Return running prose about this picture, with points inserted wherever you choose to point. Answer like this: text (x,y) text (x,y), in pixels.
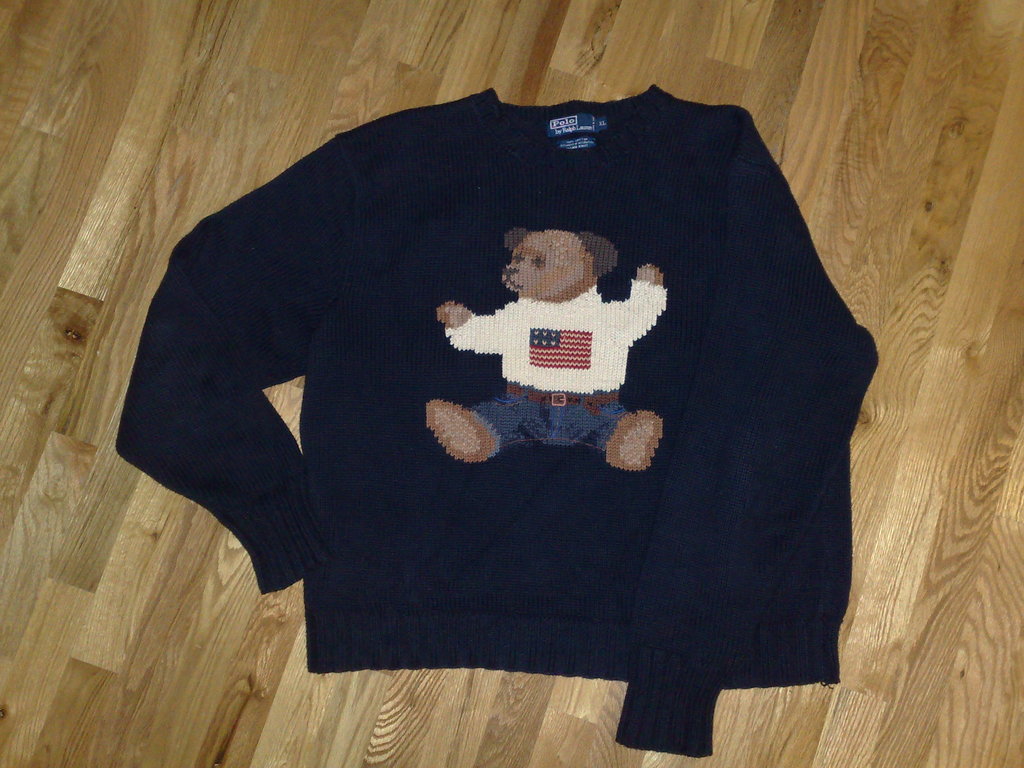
This image consists of a sweater (664,433) in blue color. It is kept on the floor (93,598). On which we can see a teddy art (541,353).
